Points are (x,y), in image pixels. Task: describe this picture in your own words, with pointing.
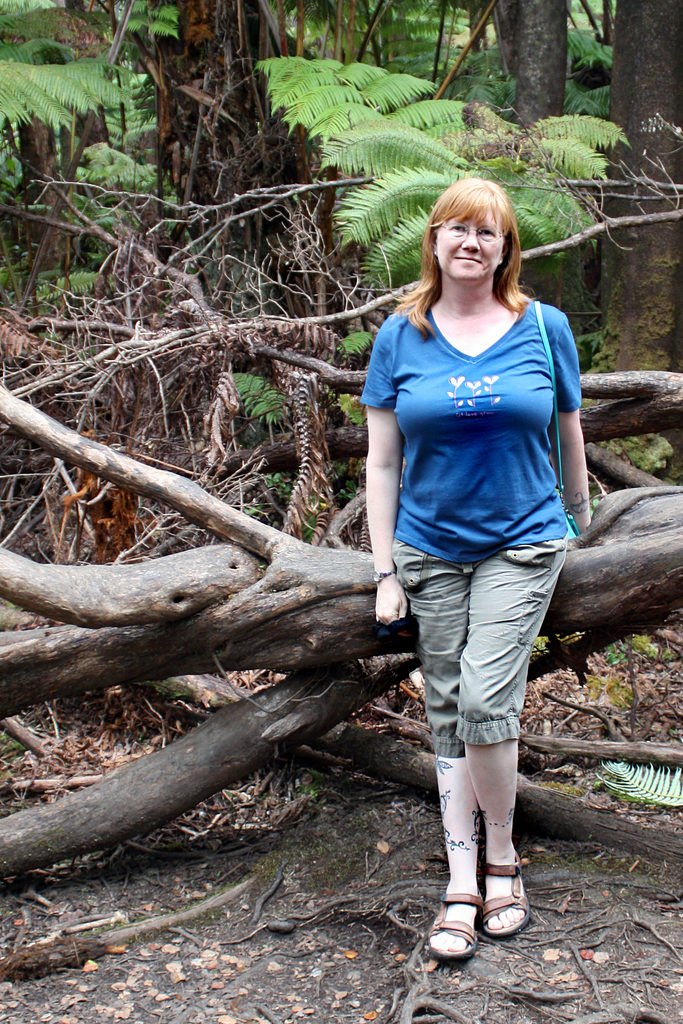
In the image there is a woman (426,681), she is standing in front of a log (339,619) of a tree (285,634) and in the background (117,212) there are some other dry trees (180,306) and plants (382,125).
